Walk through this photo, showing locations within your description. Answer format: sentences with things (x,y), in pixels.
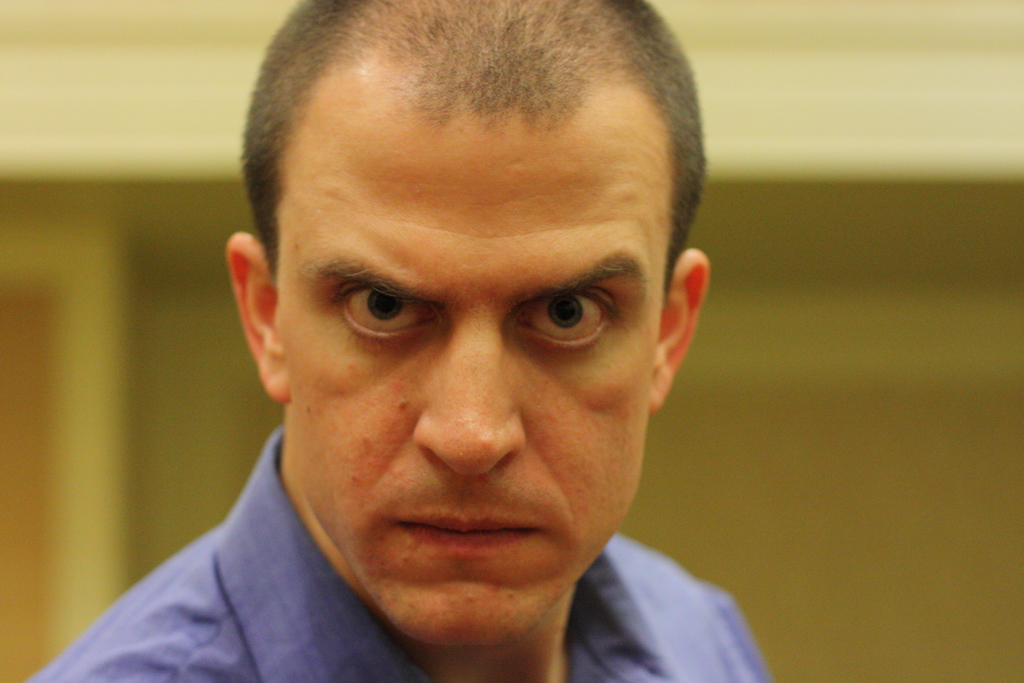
This picture seems to be clicked inside. In the foreground (435,591) there is a person (434,36) wearing blue color shirt (691,620). In the background (867,108) there is a wall (881,256).
